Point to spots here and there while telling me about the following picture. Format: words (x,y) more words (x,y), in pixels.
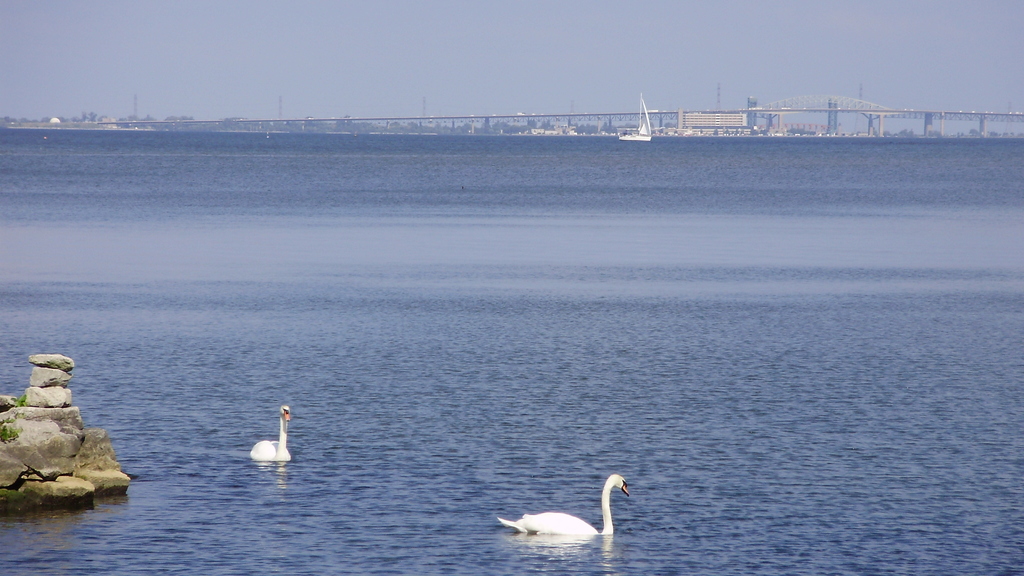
There are birds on the surface of water (202,445) and stones (81,420) on the left side (67,407) in the foreground (30,381), there are buildings (700,130), a ship (645,129), poles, vehicles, it seems like a bridge (538,116) and the sky (387,72) in the background area (570,108).
